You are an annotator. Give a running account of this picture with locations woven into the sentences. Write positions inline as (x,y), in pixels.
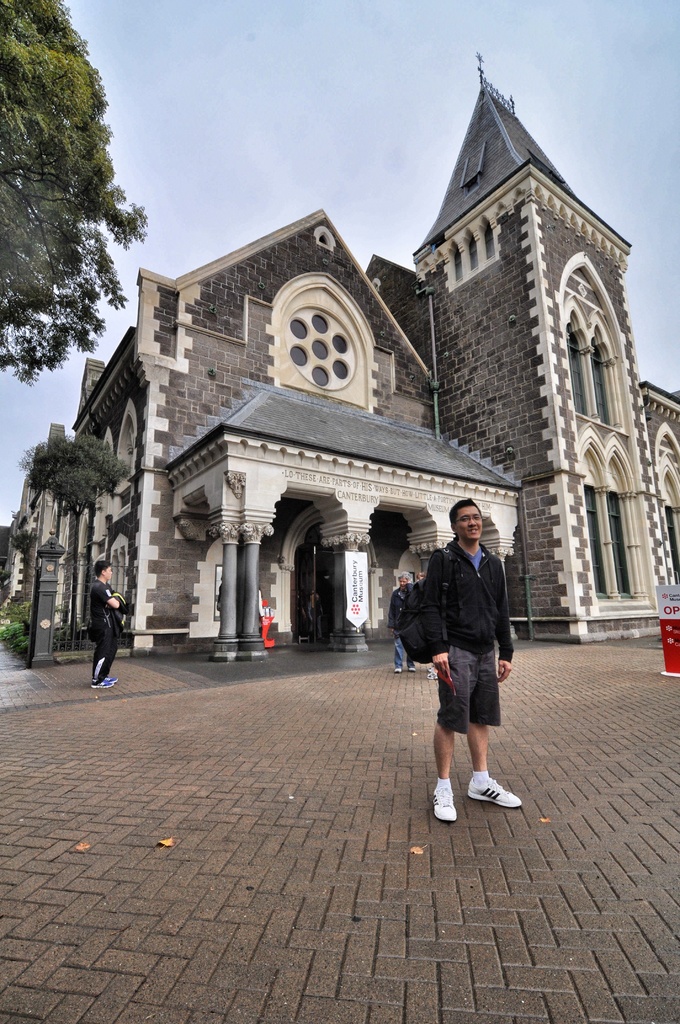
In the picture I can see people (95,609) are standing on the ground (391,697). I can also see a building (308,479), trees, banners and some other objects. In the background (312,115) I can see the sky (295,123).
